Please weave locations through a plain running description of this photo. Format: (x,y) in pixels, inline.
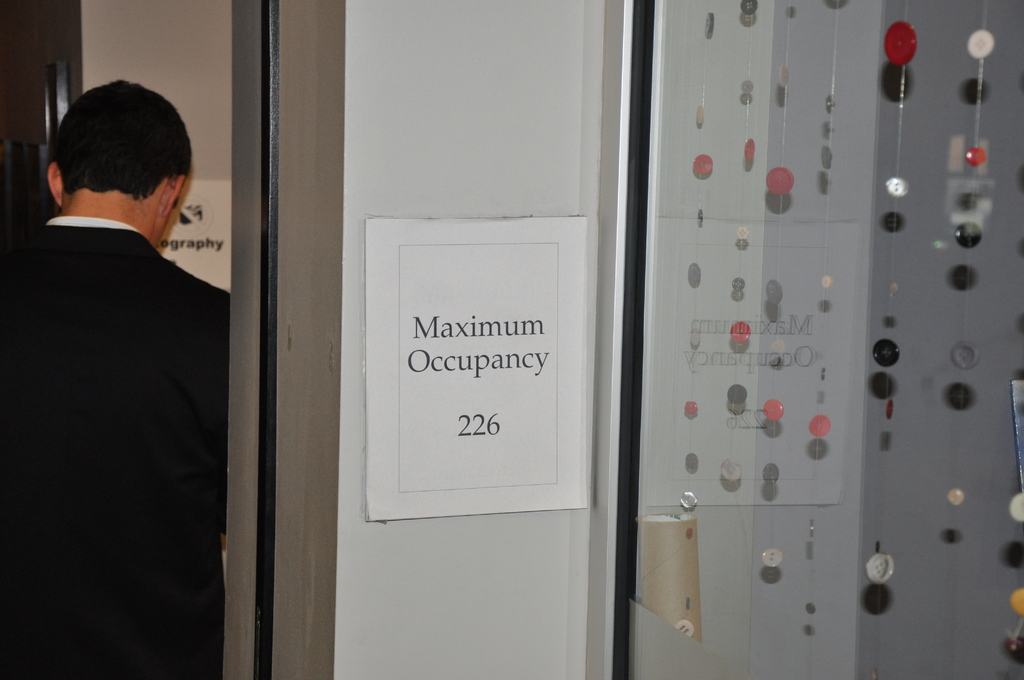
In the foreground of this image (880,483), on the right (697,577), there are series of buttons (895,184) hanging inside the glass (834,490) and a cardboard roll (676,587) inside it. In the middle (544,334), there is a poster (383,276) on the wall (377,192). On the left (104,371), there is a man (103,372), wall (156,72) and a poster (185,233).
